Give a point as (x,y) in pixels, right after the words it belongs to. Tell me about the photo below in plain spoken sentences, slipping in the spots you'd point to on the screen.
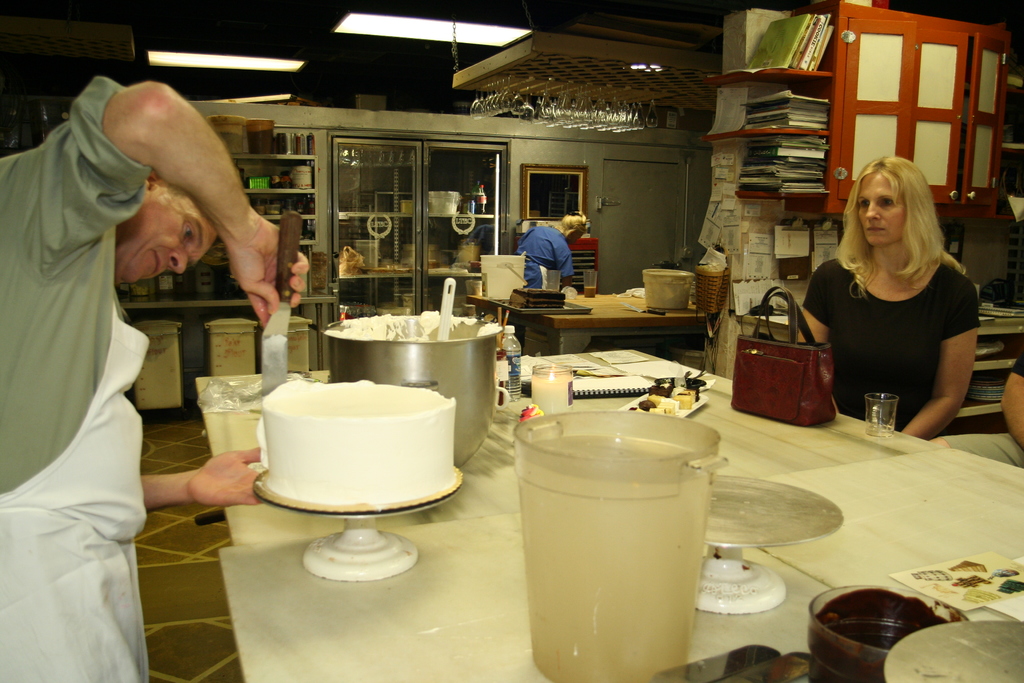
In the foreground of the picture (816,415) there are tables (300,663), bucket (682,533), bottle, glass (553,394), cakes (659,411), book (609,387), cover (238,398) and other objects (793,542). On the right (1008,435) there are two persons (931,414), behind them there are books (802,152) and stick notes (817,254), in closet (950,136) and on the desk (1001,333). On the left (48,234) there is a person (100,453) making cake (287,416). In the background (387,223) there are dustbins (222,339), refrigerator (426,254), woman (549,252), table (611,310), buckets (495,263), food items (284,143) and many kitchen utensils (988,380). At the top (255,59) there are glasses (499,107) and lights (272,62).
